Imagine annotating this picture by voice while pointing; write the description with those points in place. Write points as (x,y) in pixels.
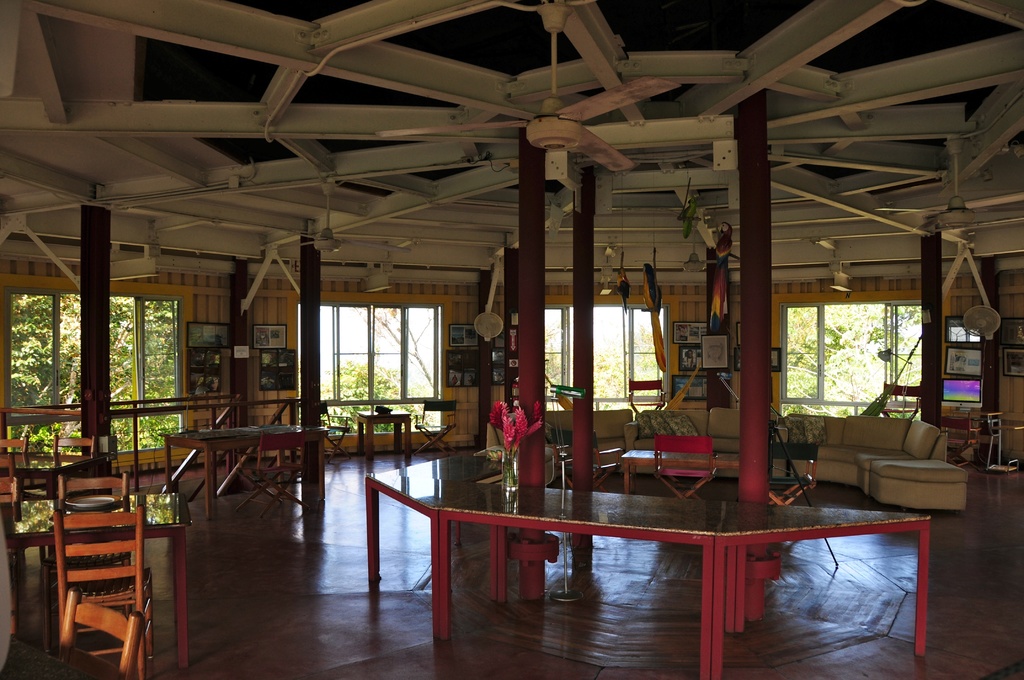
In the image there is sofa (861,446) on the right side (889,450) and the ceiling (508,159) has fan (536,137), this picture seems to be clicked in a breakout area (805,391) and there are tables (48,473) chairs (57,575) on the left side (54,509).
